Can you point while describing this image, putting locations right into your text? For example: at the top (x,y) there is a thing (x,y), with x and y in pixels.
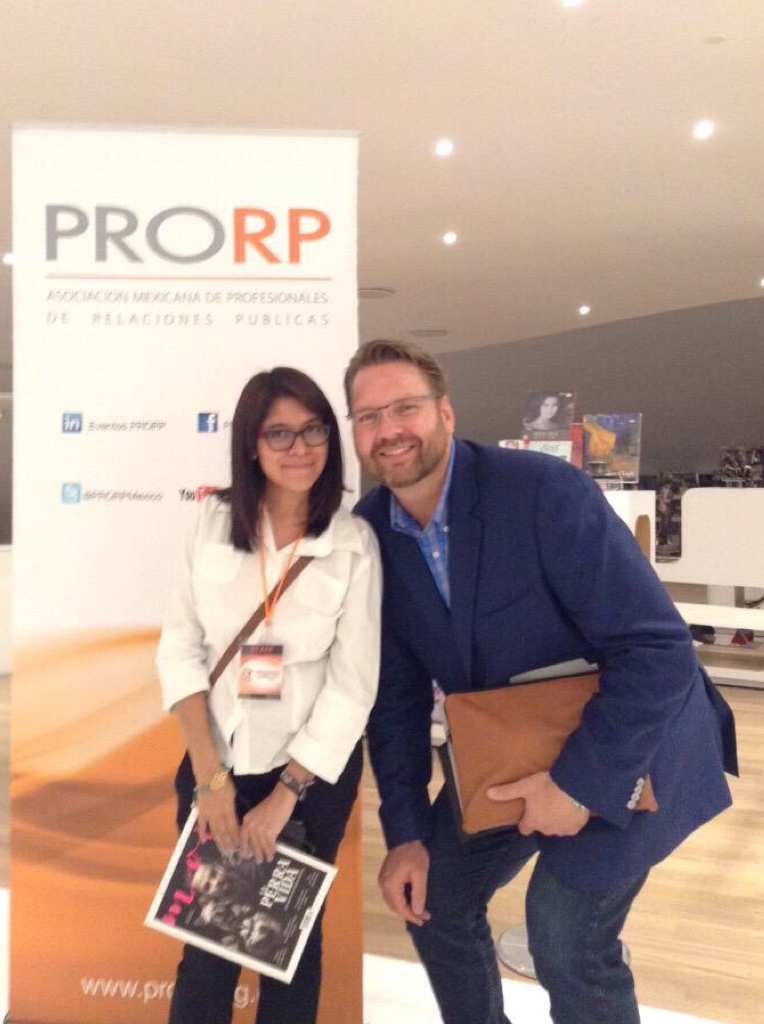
In this image there are two persons (383,729) standing and smiling by holding books (226,861), and in the background (338,999) there are boards (530,405), lights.
